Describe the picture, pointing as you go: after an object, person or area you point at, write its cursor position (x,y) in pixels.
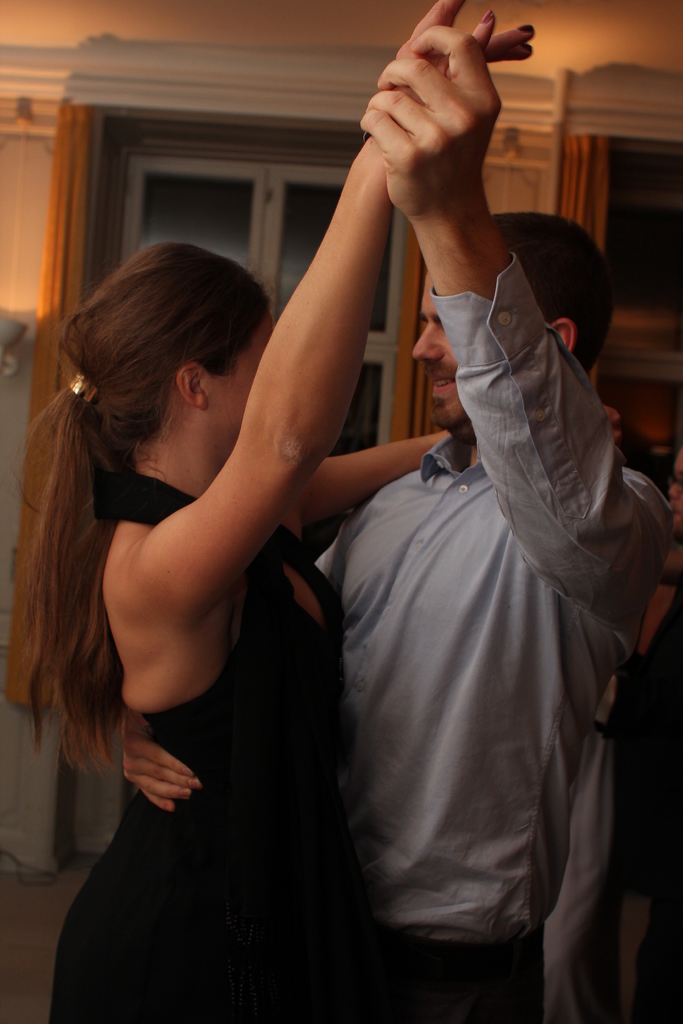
In this picture there is a man (486,679) and a woman (110,427) in the center of the image (419,642), they are dancing and there is a door (236,164) in the background area of the image (256,169).
